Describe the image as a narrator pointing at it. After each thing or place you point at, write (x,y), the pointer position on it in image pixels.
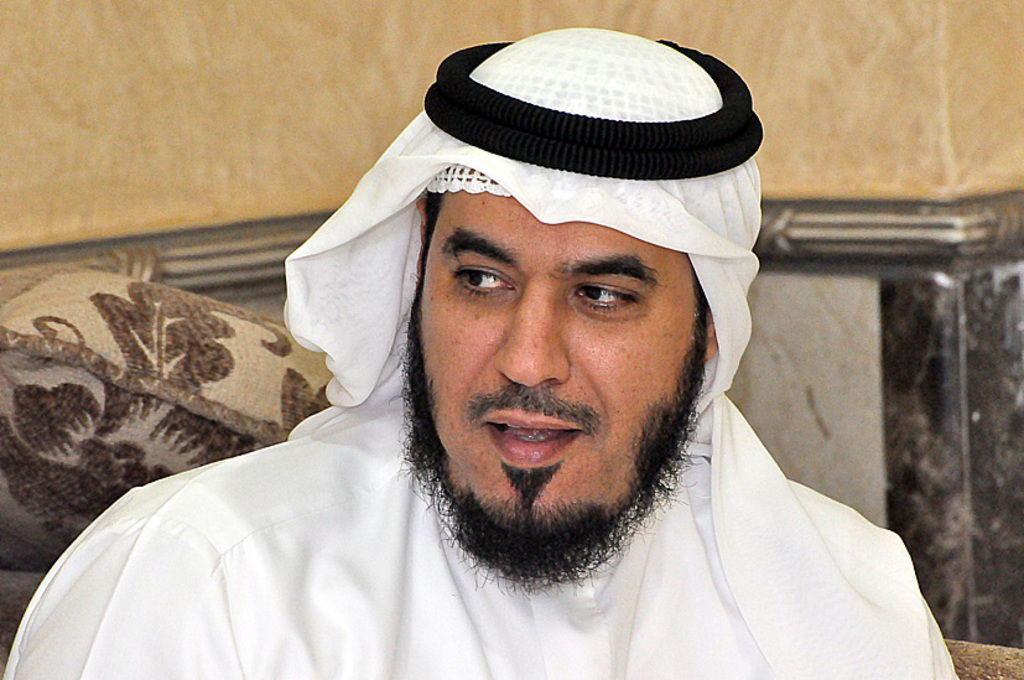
We can see a man (549,345) and there is a cloth (723,210) and a black band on his head (595,382). In the background (222,397) there is a pillow (222,397) and wall (183,92).
